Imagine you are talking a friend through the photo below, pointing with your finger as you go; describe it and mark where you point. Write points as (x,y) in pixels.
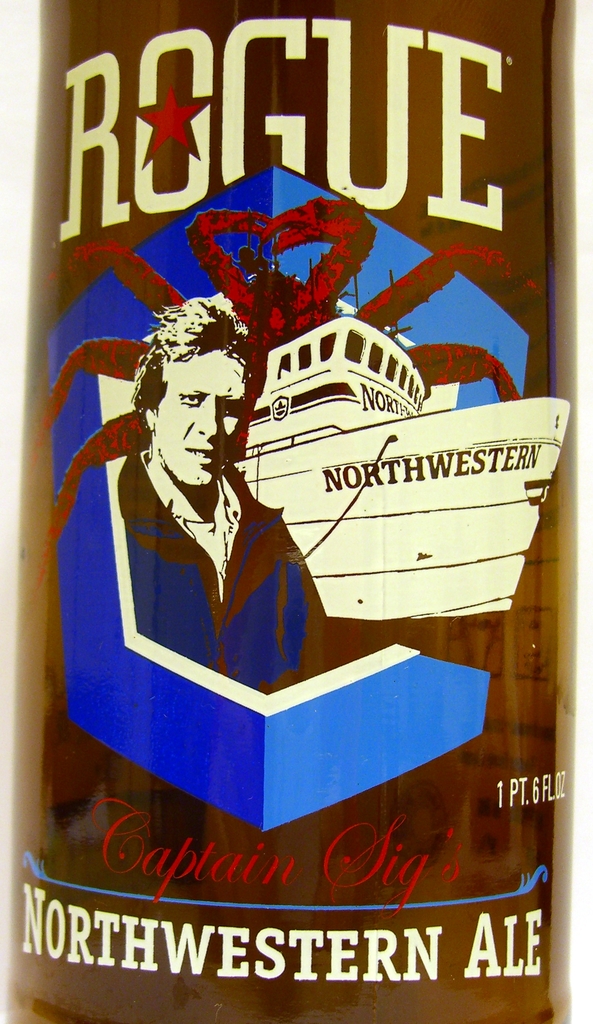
In this image we can see a bottle (356,697) with some image (433,597) and text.
